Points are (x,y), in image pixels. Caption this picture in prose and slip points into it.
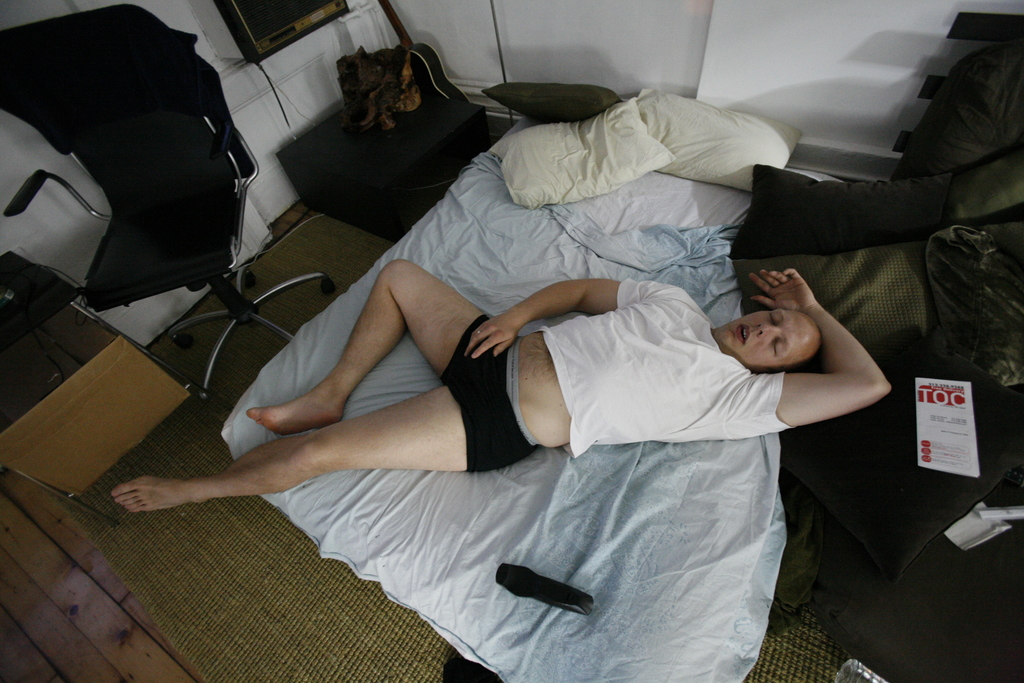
In this image i can see a person (570,446) sleeping on the bed (613,237) and few pillows (698,143). In the background (725,87) i can see a wall (698,40), a chair (137,176) and an air conditioner (276,44).
